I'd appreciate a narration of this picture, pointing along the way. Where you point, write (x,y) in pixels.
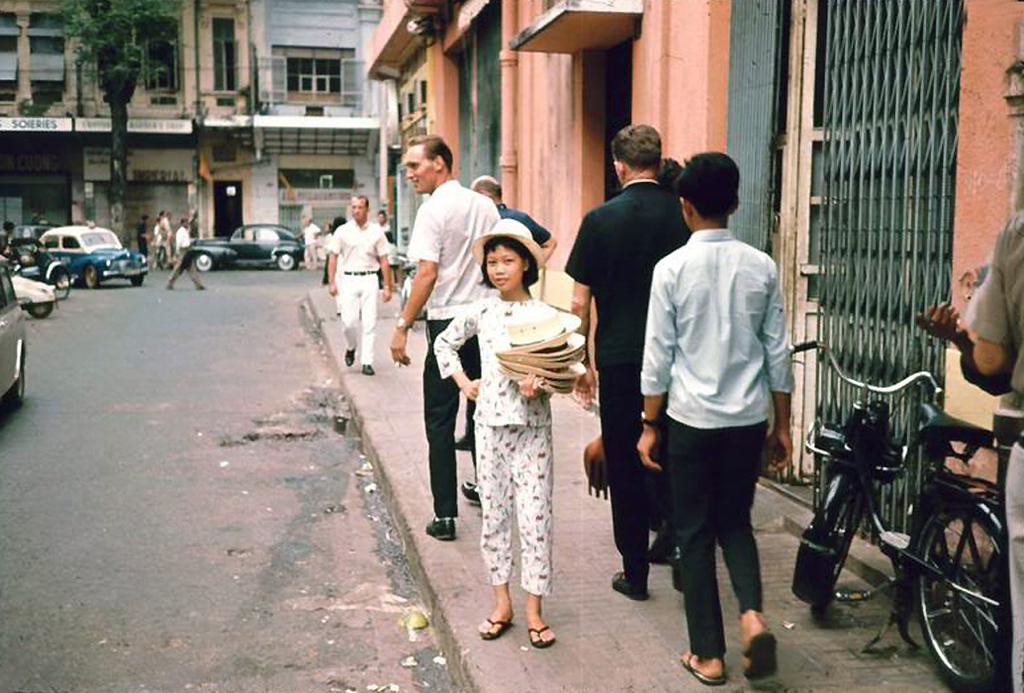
In this picture we can see a group of people (484,335) on the footpath (554,674), vehicles (33,277), some people (187,230) on the road (199,364), tree (130,78), some objects (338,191) and in the background (47,134) we can see buildings (420,37) with windows (317,72).
